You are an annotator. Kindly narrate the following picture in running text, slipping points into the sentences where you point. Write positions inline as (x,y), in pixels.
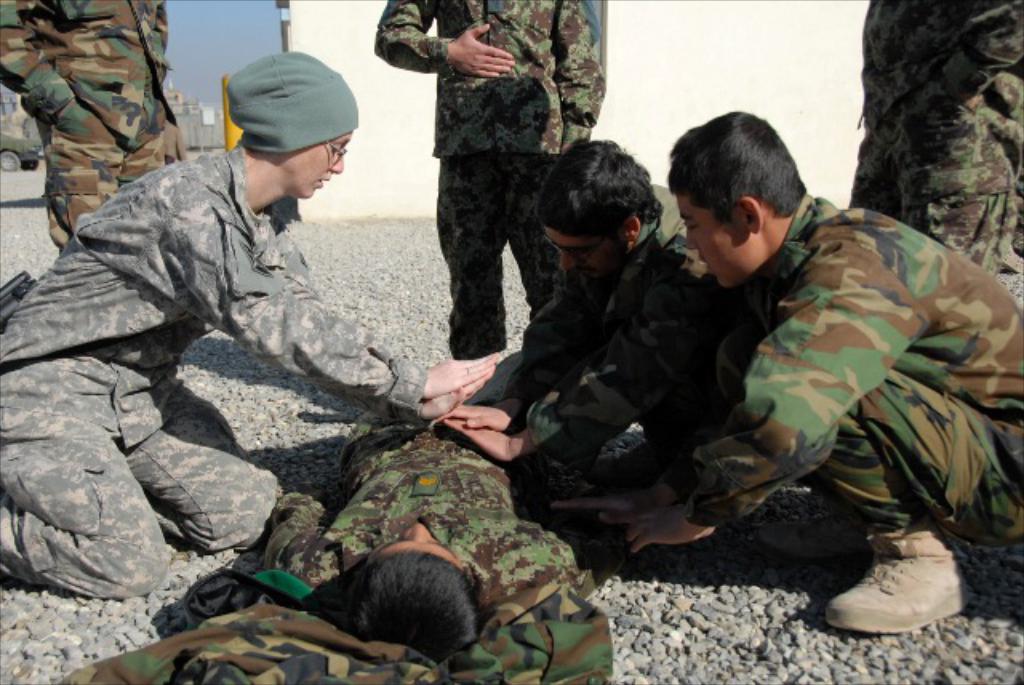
In this image we can see the military people (664,406). We can also see the stones (717,619). In the background (349,9) we can see the wall (416,98), vehicle (12,160), buildings (182,107) and also the sky (192,40).
